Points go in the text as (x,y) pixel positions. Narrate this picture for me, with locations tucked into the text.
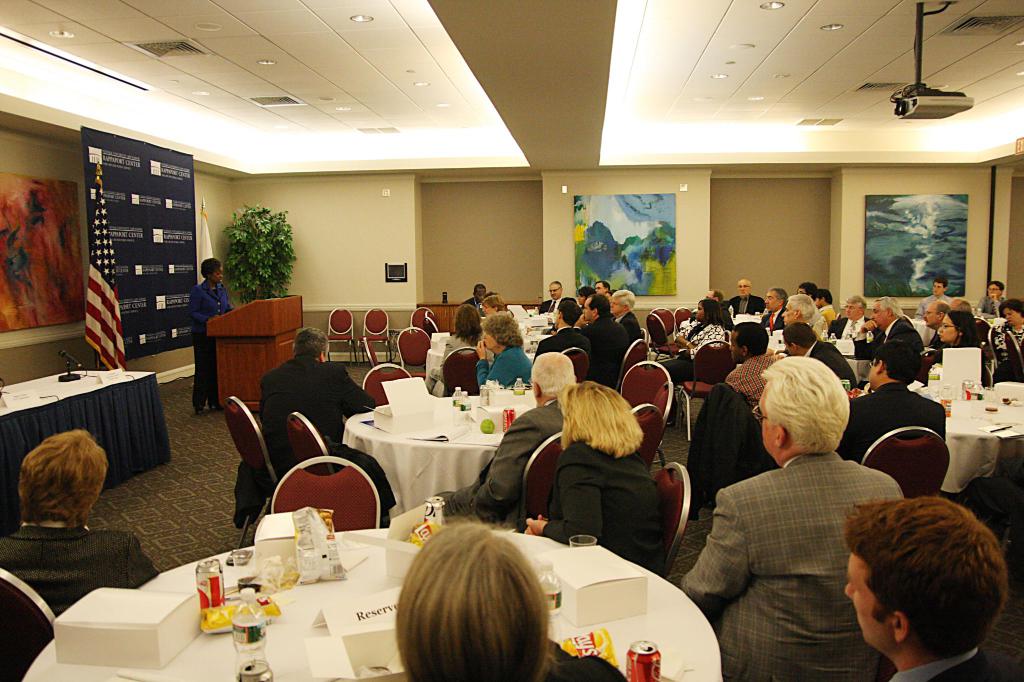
The image is taken in the room (773,246). There are tables (453,443) and there are many people (762,493) sitting on the chairs (666,483). In the left of the room (188,366) there is a lady (205,298) standing we can see a podium (272,335) before her. There are mic's (70,363). There is a flag (110,360). There is some food (600,635), boxes (604,619), tins (636,647), bottles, glasses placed on the tables (661,615). There are boards (868,253) which are attached to the walls (563,237). At the top (399,145) there are lights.
